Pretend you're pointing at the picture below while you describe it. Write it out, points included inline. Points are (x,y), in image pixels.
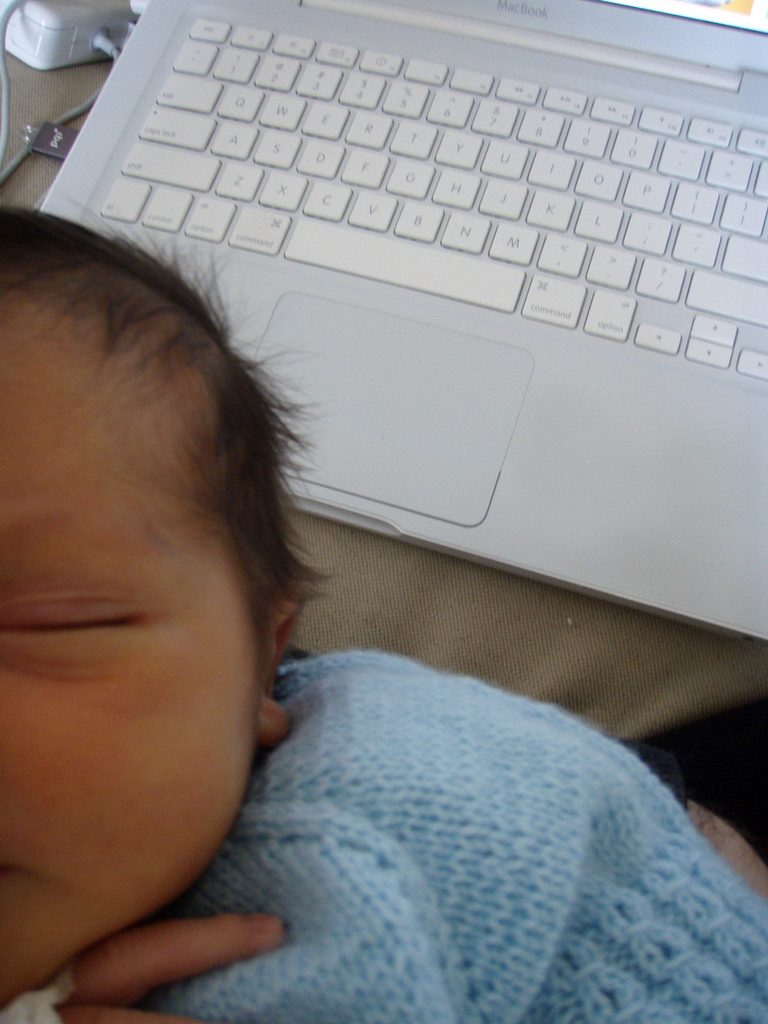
At the bottom left corner (236,829) a baby (252,701) is there. In the center of the image (362,350) laptop (524,222) is there. At the top left corner (67,62) switch board (74,49), wires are there. In the middle of the image (503,664) cloth (590,657) is there.
